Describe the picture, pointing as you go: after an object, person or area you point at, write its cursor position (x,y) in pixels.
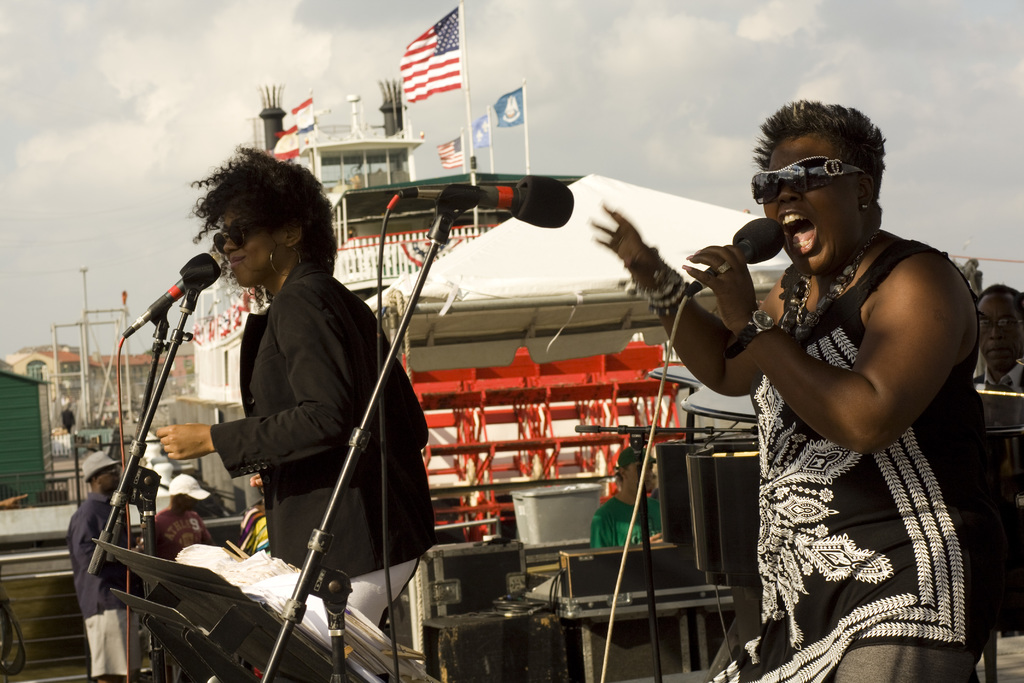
In this picture I can see 2 women (886,262) who are standing in front of the mics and I see a thing (312,619) on the bottom of this image (249,570). In the middle of this picture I see few persons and few equipment (602,568). In the background (468,406) I see few flags (432,87), rods (467,88), buildings (16,363), a ship (480,410) and the sky (1007,53).
